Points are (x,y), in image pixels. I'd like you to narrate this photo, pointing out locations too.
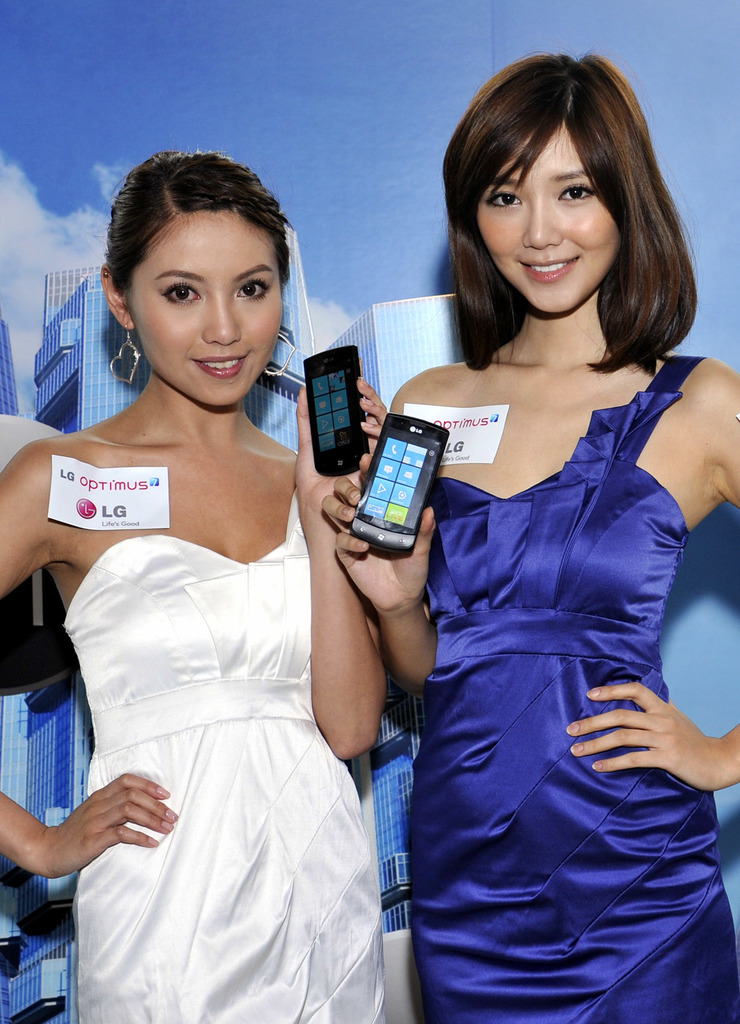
On the background (319,70) we can see a banner (367,92). Here we can see two gorgeous women (473,522) wearing blue and white colour dresses (494,629). They both are holding mobiles (397,535) in their hands (331,510). Here we can see ¨LG OPTIMUS¨ stickers (143,494). They both are carrying beautiful smile on their faces (228,304).
